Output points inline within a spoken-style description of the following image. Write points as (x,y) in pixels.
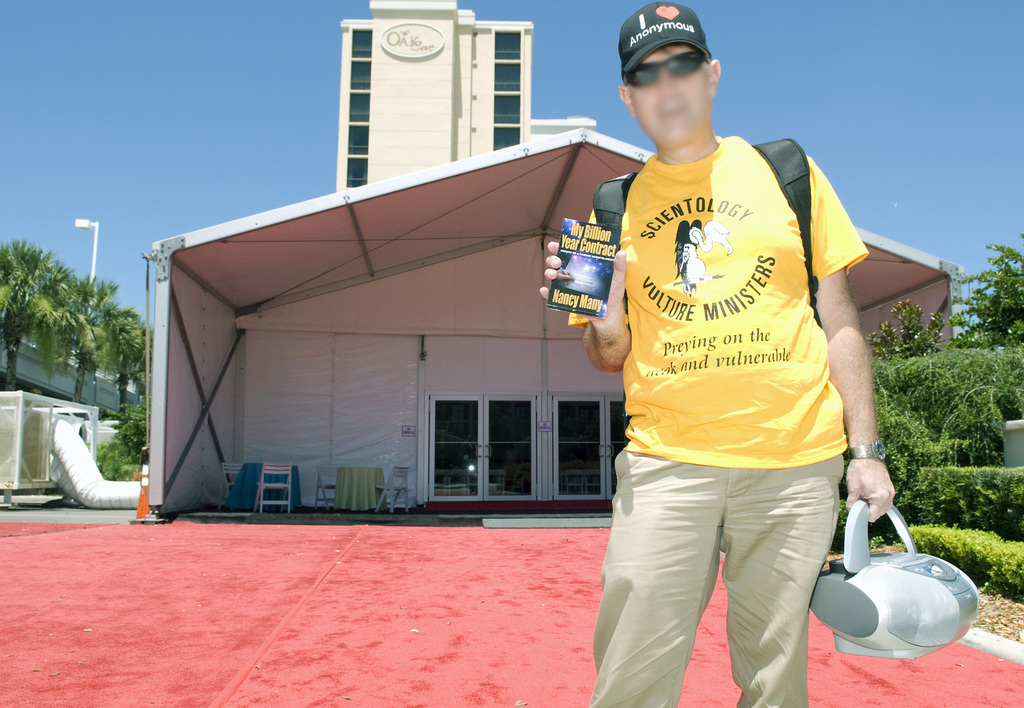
In this image there is a man (703,402) in the middle (632,384) who is holding the book (606,275) with one hand (616,268) and some device (913,638) with another hand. In the background (338,392) there is a house (400,388). At the top (546,72) there is the sky (534,83). On the right side (954,493) there are plants (941,397). On the left side (143,476) there is a cone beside the house (164,412). Beside the cone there is a pipe (57,425).
